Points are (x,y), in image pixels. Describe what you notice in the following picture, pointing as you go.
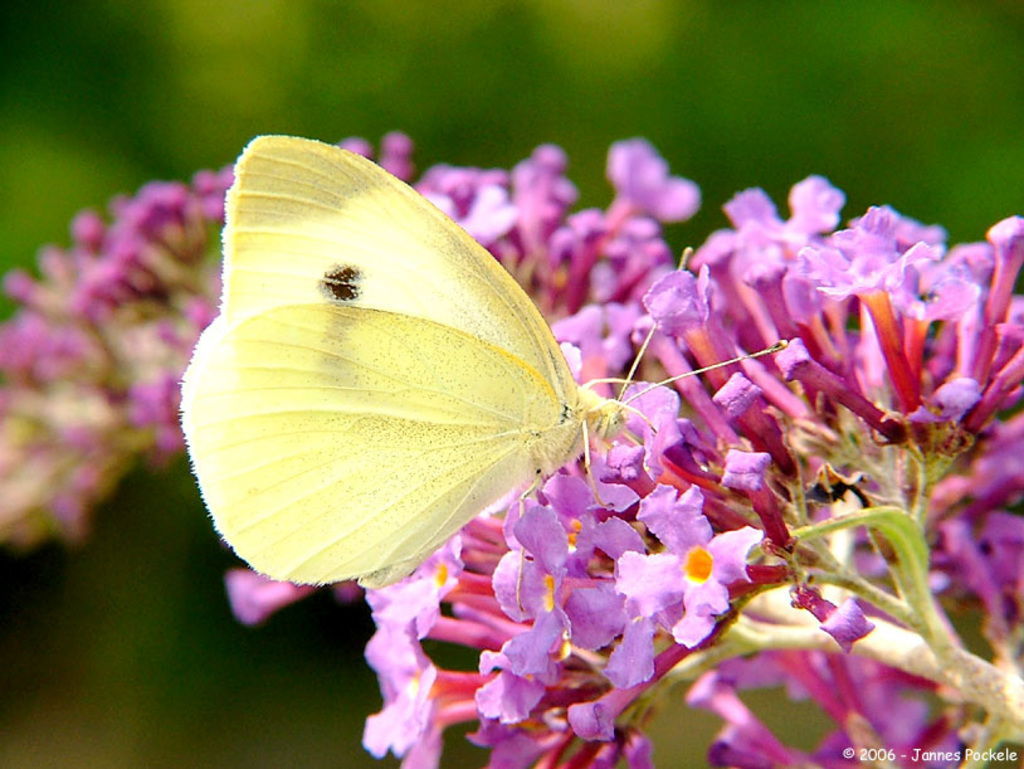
In the image there is a butterfly (455,509) standing on purple flowers (735,390) and the background (10,619) is blurry.
